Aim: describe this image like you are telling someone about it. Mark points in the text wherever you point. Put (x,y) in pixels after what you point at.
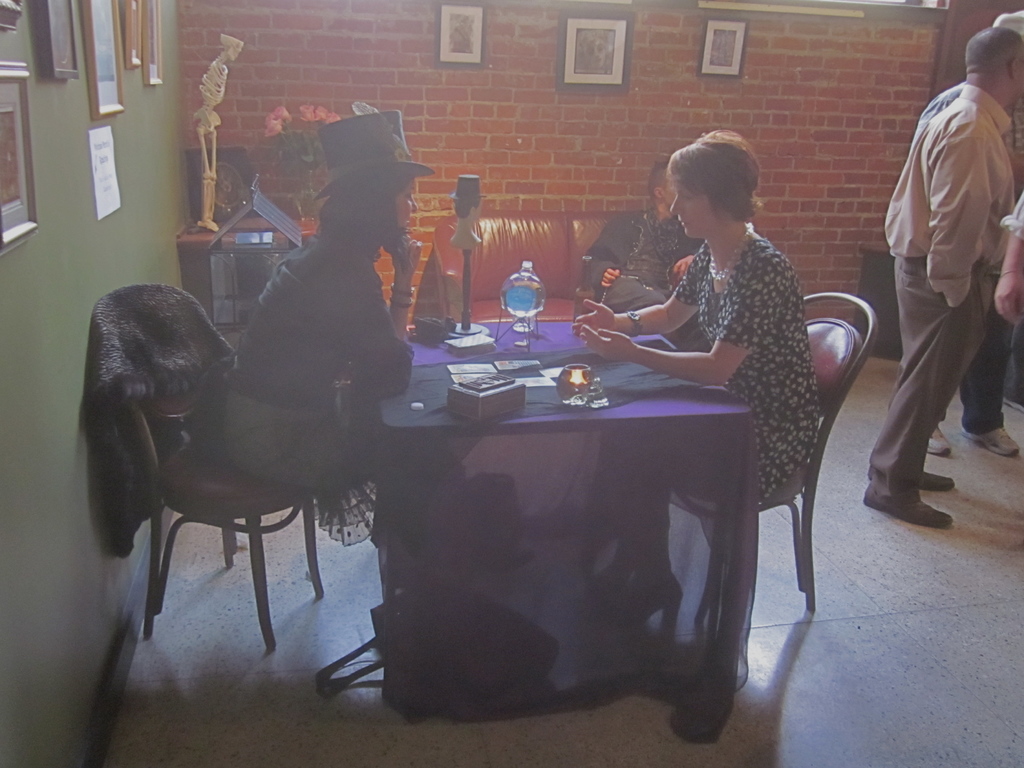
In this I can see two persons (691,356) are sitting on the chairs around the table (586,436). In the background (605,117) there is a wall (496,101) and three frames (578,49) are fixed to this wall (506,35). On the right side of the image (932,287) there is a person (921,266) wearing shirt (967,193) and standing. Beside the wall (563,206) there is a sofa (528,244) and one person (629,243) is sitting on it. This is an image clicked inside the room (370,373). There is a table (192,250) at one corner of the room (197,265).
